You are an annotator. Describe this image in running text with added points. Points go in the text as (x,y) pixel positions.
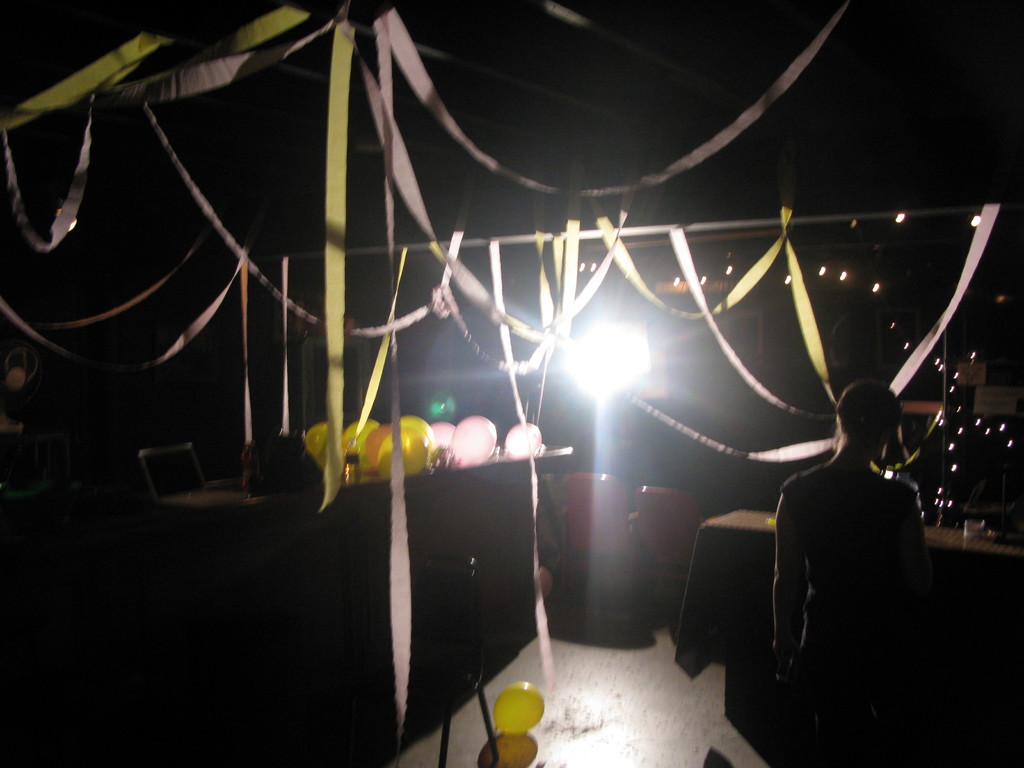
In this image there is a person (860,575) and we can see balloons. There are chairs (652,521). At the top (676,235) we can see decors (387,27) and there are lights (636,320). There is a table (709,541).
